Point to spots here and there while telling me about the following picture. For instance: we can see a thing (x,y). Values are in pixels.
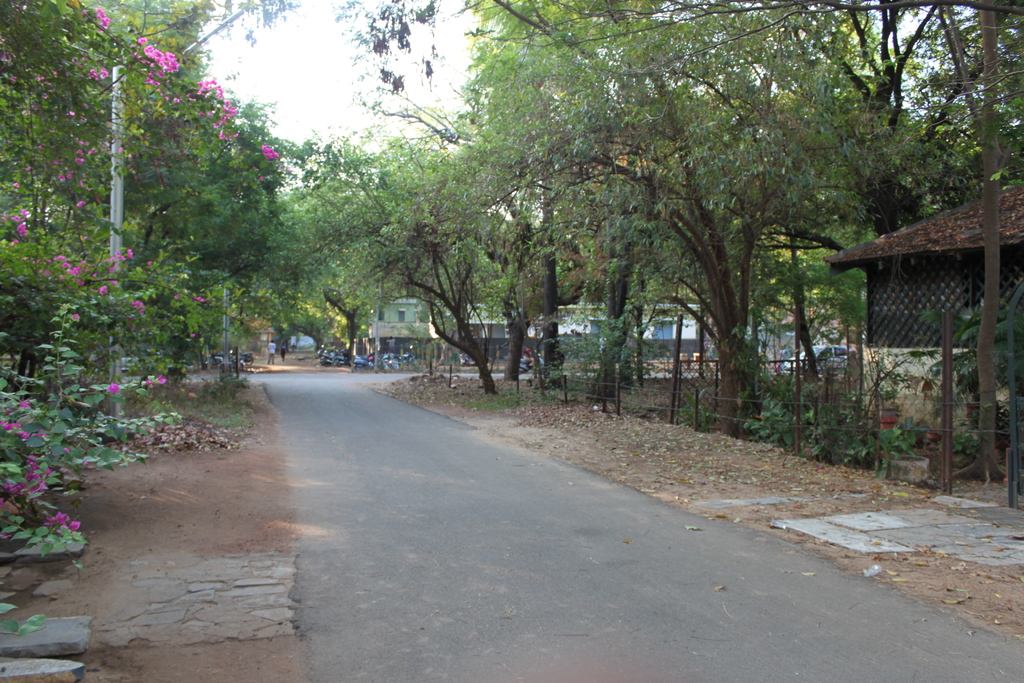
In this image there are plants (107,297) with flowers (76,319), iron fence (593,398), grass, poles (951,382), buildings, road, vehicles (322,351), two people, trees (269,301), sky (310,91).
